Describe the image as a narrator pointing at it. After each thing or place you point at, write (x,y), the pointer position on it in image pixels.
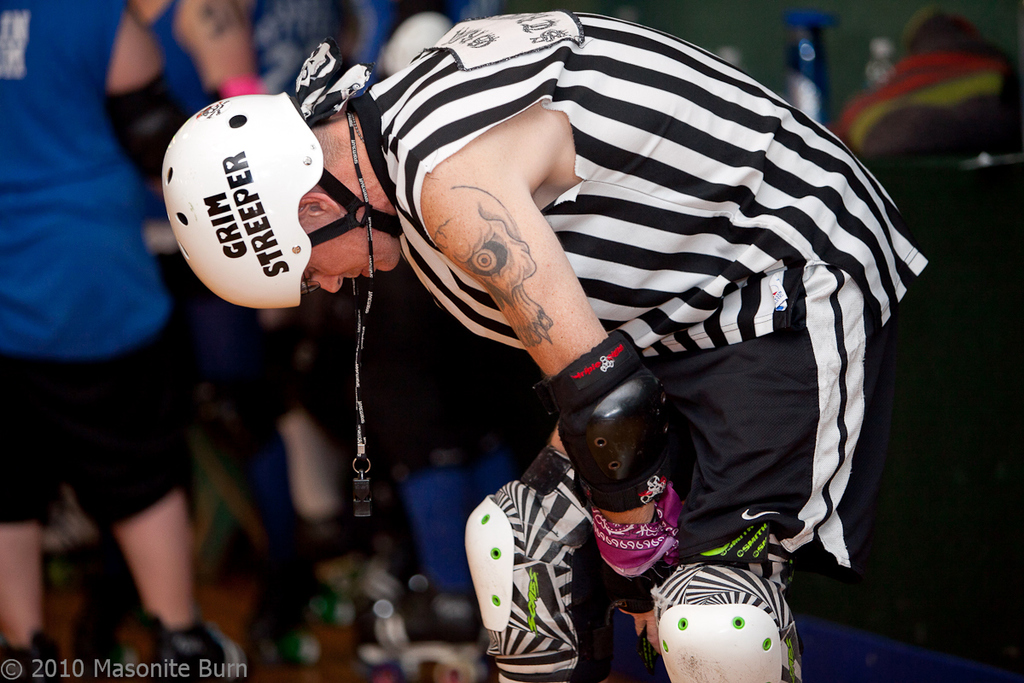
In front of the picture, we see a man (444,260) in white and black T-shirt (653,200) is standing. He is wearing a white helmet (251,184). Behind him, we see many people (151,268) in blue T-shirts (107,137) are standing. In the background (961,72), it is blurred.
